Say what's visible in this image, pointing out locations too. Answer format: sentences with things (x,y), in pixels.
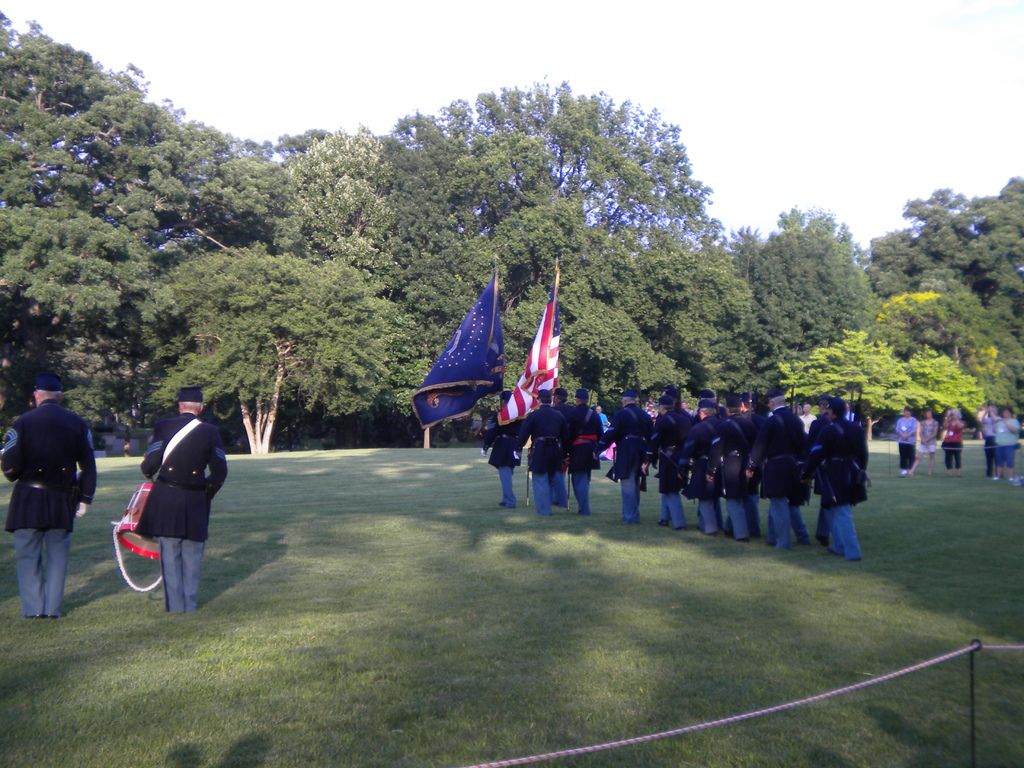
In this image there are people (732,477) marching on a grassland (933,553), two (536,430) are holding flags (513,392) in their hands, on the left side (61,496) there are two people (159,510), one (173,511) with a musical instrument (114,525), on the right side (948,437) there are people (948,437) standing, in the background (865,284) there are trees (443,281).
